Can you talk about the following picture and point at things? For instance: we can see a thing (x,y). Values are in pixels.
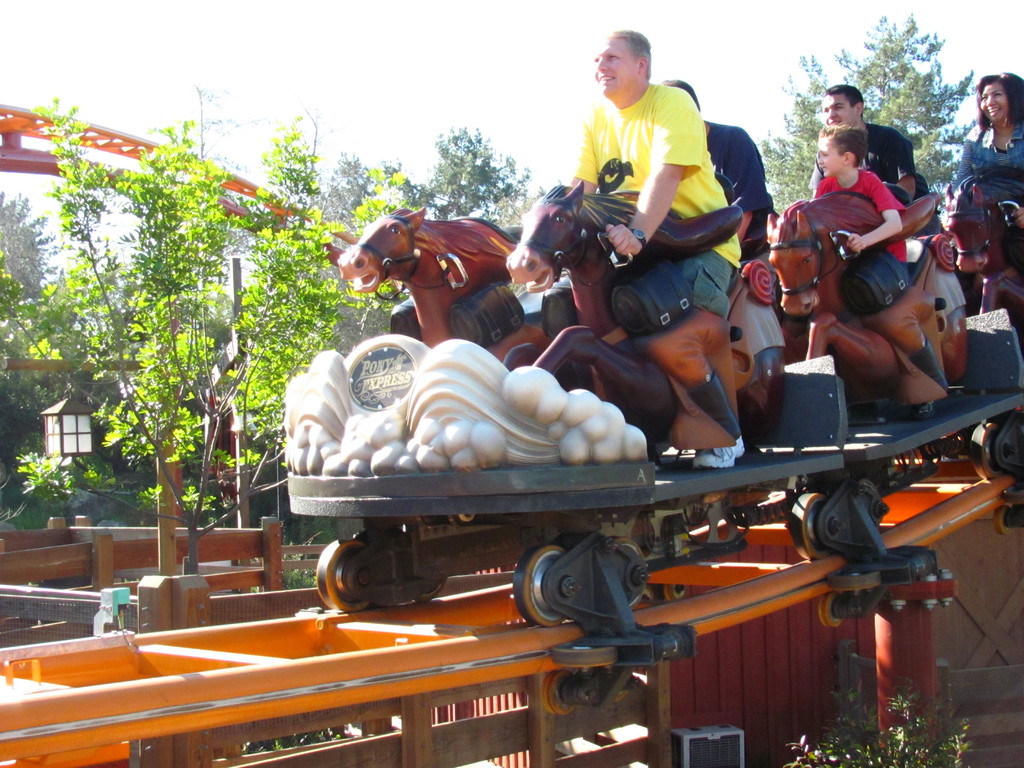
In this image i can see few persons (823,141) sitting on the roller coaster (697,219) and the back ground (276,271) i can see a tree (261,254) and a sky (196,130).
